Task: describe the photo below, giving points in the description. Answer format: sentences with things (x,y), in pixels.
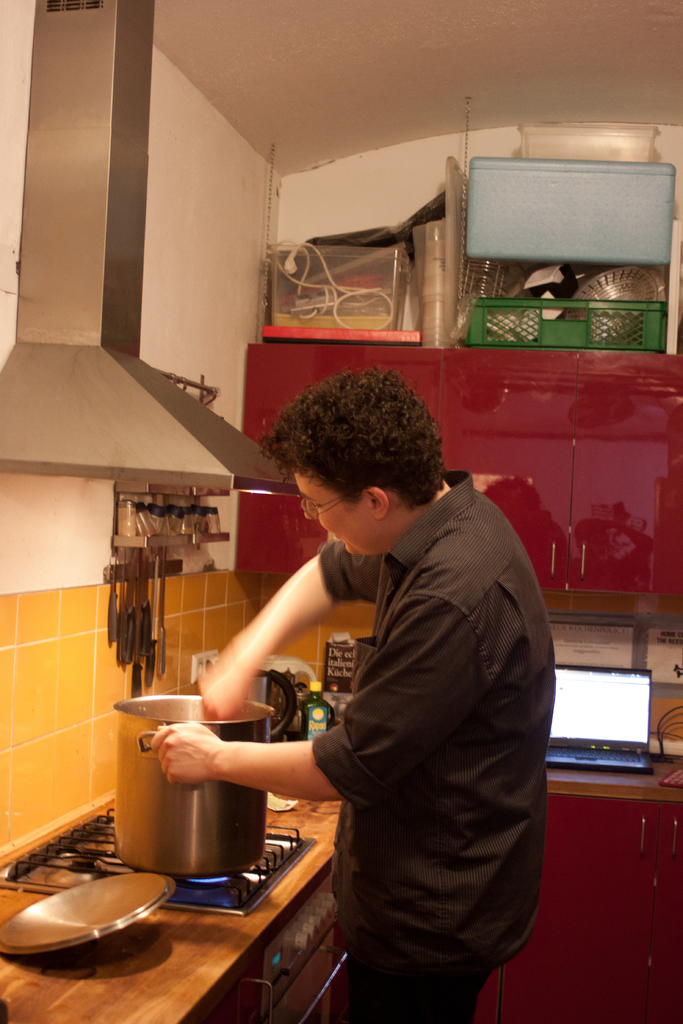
This is the picture of a kitchen room (410,170). In this picture we can see objects (646,285) on the cupboards (668,471), platform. In this picture we can see a person (304,784) is cooking. We can see the container (239,702) on the stove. We can see the spoons (125,605) are hanging to the hooks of the stand (228,537). We can see a laptop (634,728).
